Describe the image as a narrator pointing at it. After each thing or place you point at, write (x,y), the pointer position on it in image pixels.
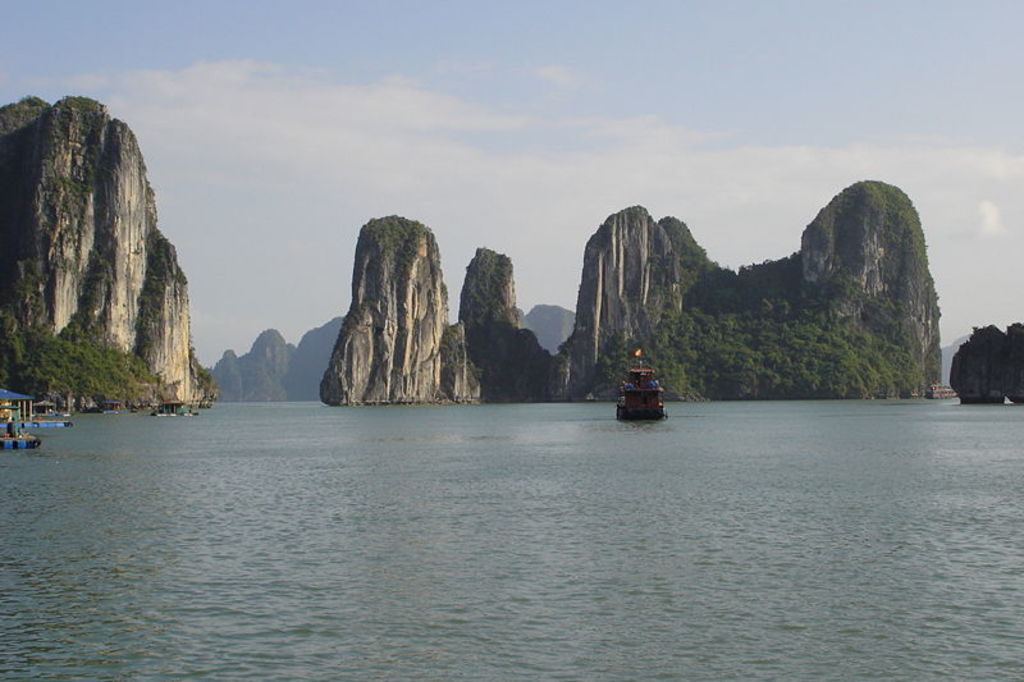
In this image I can see water (591,549) and in it I can see few boats (15,432). In the background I can see few more boats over there and I can also see the sky (562,106).
